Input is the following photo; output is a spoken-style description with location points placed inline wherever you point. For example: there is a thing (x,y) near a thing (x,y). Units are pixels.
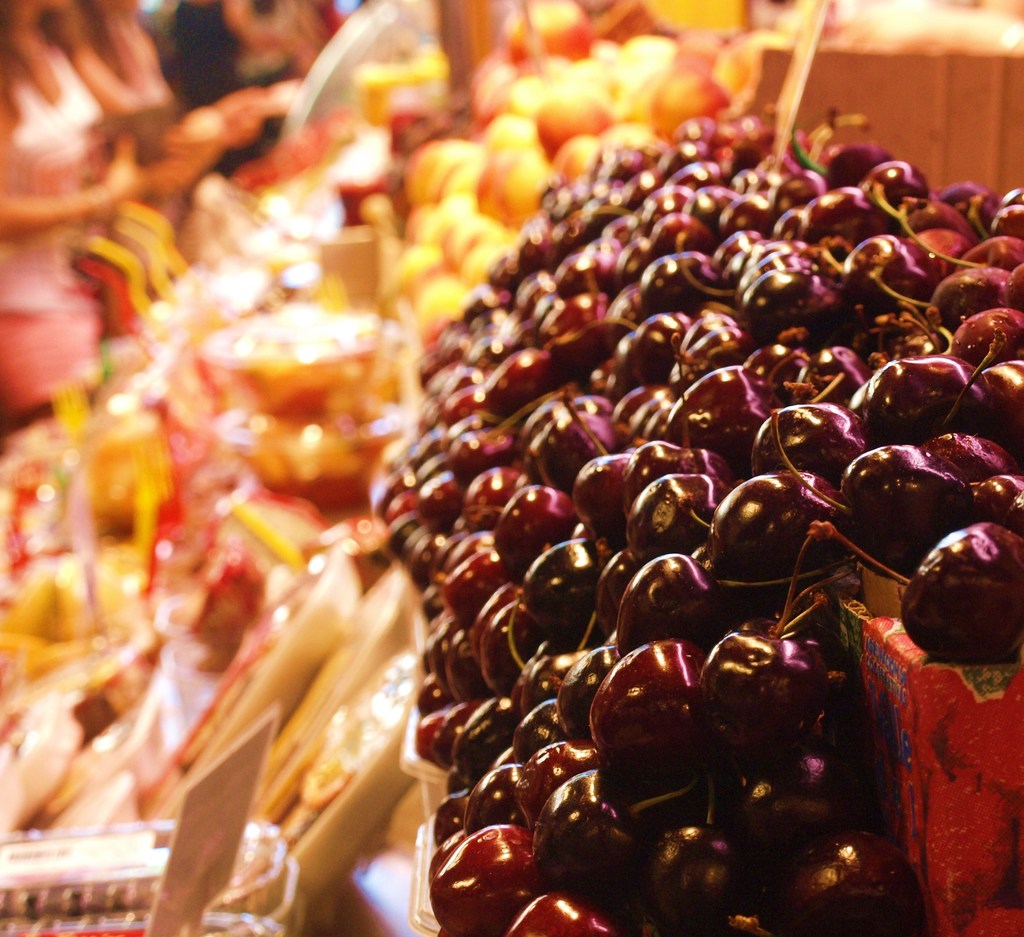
In the picture I can see fruits (654,669) and some other things (415,631). In the background (250,107) I can see people (126,144). The background of the image (370,29) is blurred.
